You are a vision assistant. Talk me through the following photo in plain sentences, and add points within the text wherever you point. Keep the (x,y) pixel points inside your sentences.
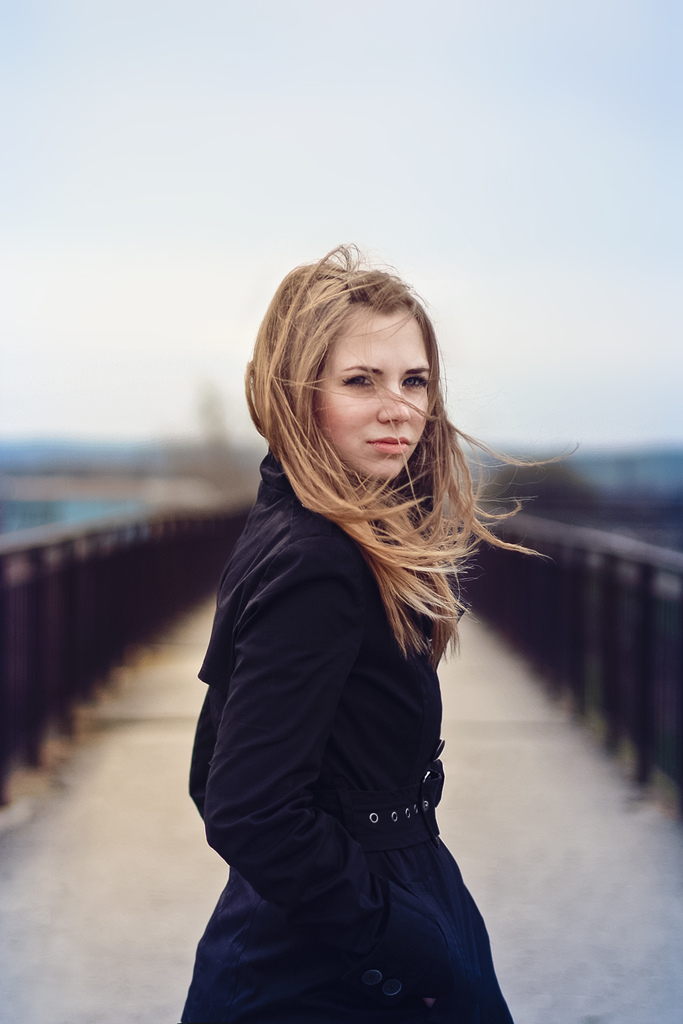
In the center of the image (284,350) we can see women (318,594) standing on the floor (540,959). In the background (105,565) we can see bridge (672,638), sky (495,448).
